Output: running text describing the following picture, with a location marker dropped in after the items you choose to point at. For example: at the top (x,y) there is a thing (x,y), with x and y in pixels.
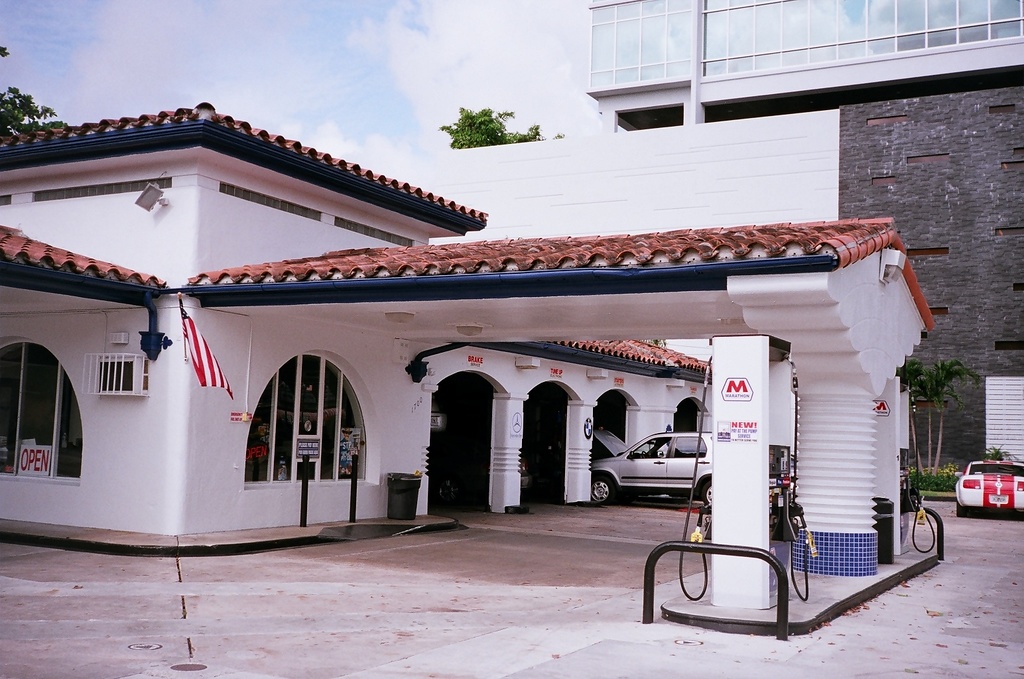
In the image there is a building (650,297) and in front of the building (631,398) there are few cars (682,471) parked on the pavement (446,658) and there are fuel machines (773,449) in front of the building (801,436). In the background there are trees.
